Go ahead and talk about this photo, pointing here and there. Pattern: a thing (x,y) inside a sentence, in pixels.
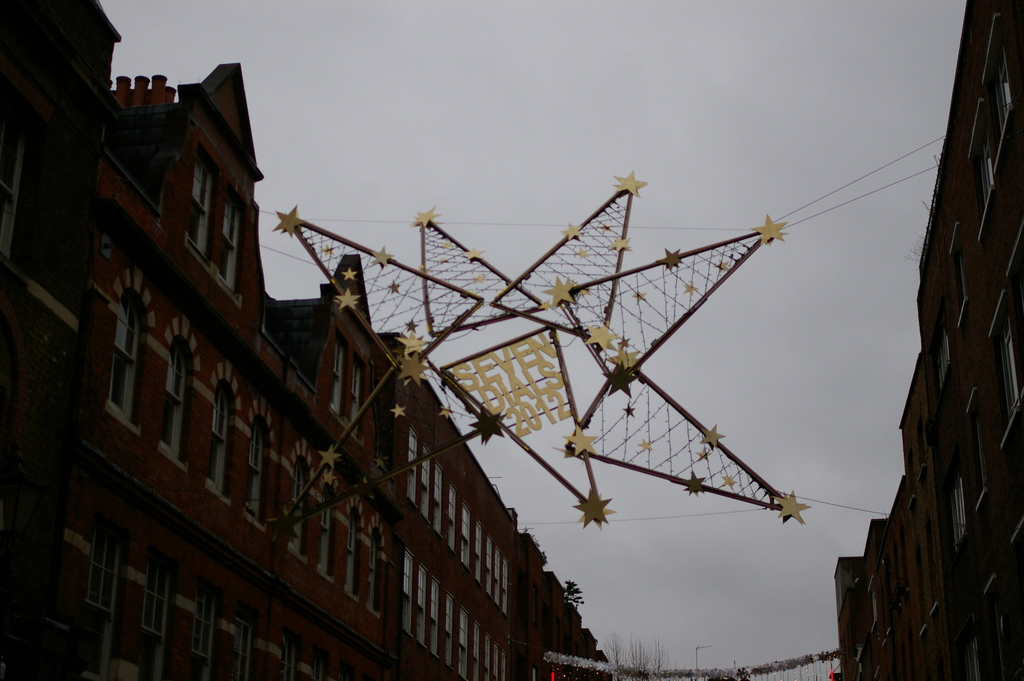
These are the buildings (429,525) with the windows (896,555). I can see a decorative item (518,433), which is hanging between the buildings (447,459). This is the sky (572,82).
